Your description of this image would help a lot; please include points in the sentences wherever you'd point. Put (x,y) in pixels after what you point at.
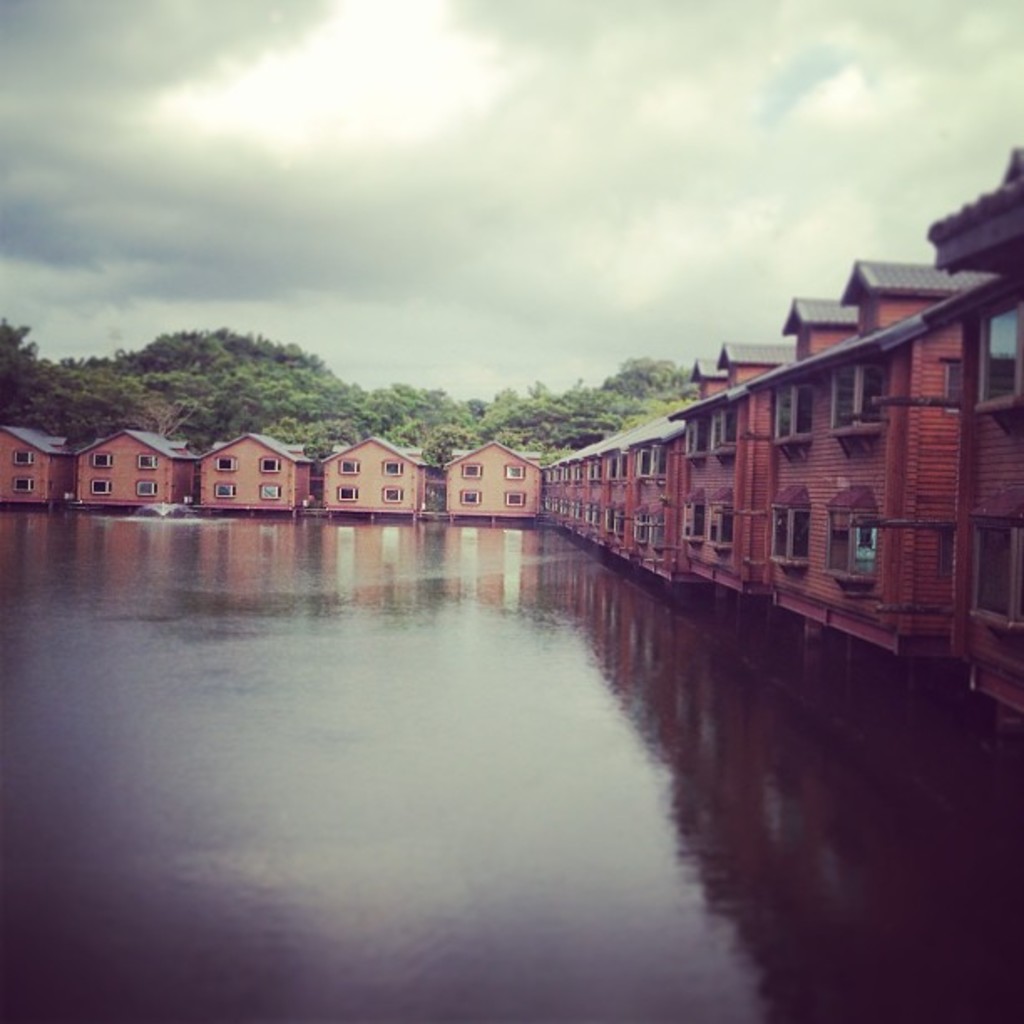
In this image we can see the water (320,694). Beside the water (333,603) we can see the buildings (640,558). In the background (341,399), we can see a group of trees (209,424). At the top (633,128) we can see the sky (533,61).
